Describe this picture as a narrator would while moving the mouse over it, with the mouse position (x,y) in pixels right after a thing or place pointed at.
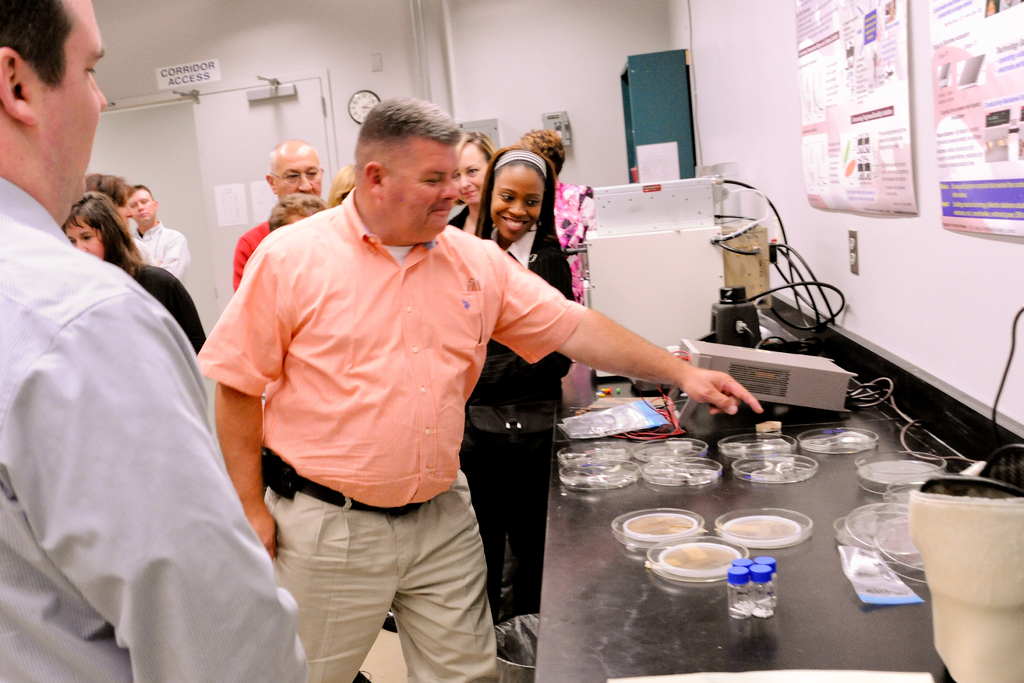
On the left side of the image (146,583) there are people (298,277), door (226,107), posters (228,216), board (190,67) and clock (354,104). Posters (236,198) are on the door (270,126). Board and clock (359,106) are on the wall (316,64). On the right side of the image (713,505) there is a platform (607,592), rack (694,143), posters (1008,120), equipment (756,357), cables (746,215) and objects (751,511). Posters (881,133) are on the wall (771,117). Equipment (668,208), cable (737,232) and objects (809,437) are on the platform (686,427).
